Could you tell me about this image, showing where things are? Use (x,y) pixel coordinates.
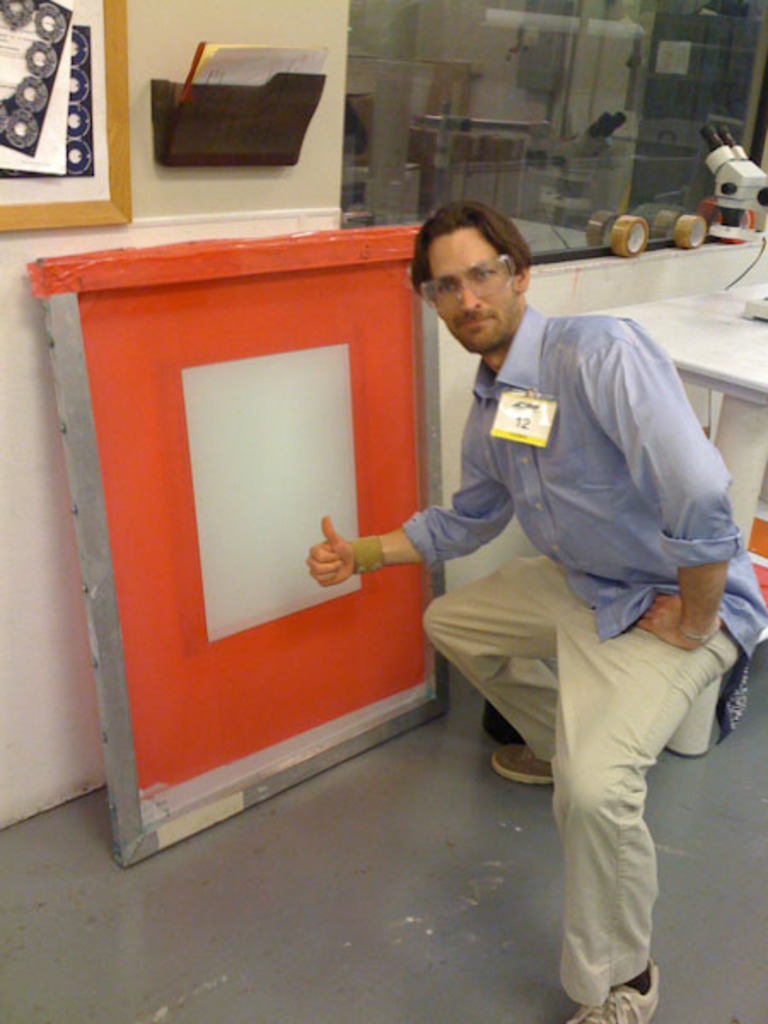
There is a man (327,543) sitting like squat position, behind this man (578,419) we can see table (719,316). We can see frame (124,34) on wall (341,52) and we can see board (268,404) and glass (686,199).
